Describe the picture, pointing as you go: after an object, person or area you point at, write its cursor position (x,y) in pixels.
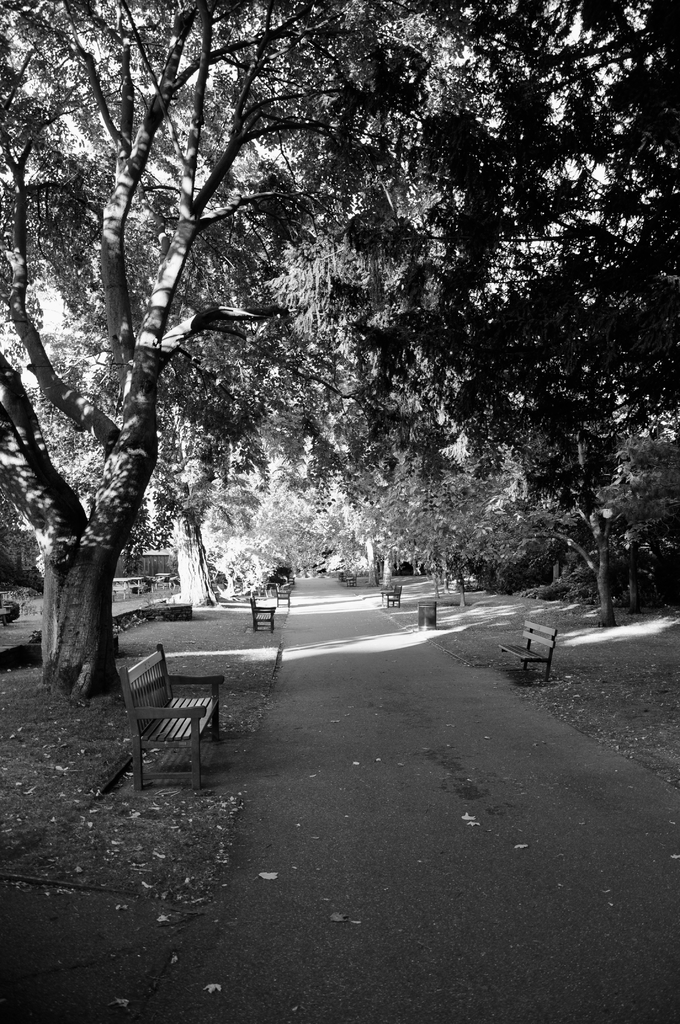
This is a black and white image. In this image we can see trees (323,233), benches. In the center of the image (382,636) there is road (286,839).
